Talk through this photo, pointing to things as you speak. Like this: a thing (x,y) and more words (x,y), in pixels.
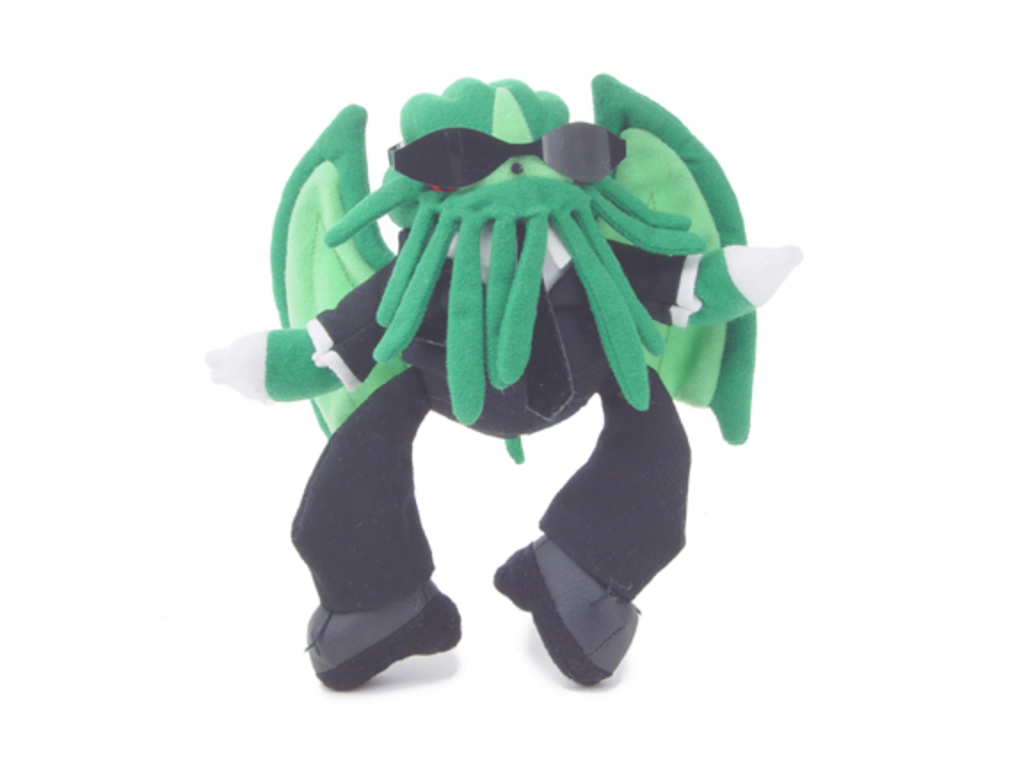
In this image there is a toy (379,566).
